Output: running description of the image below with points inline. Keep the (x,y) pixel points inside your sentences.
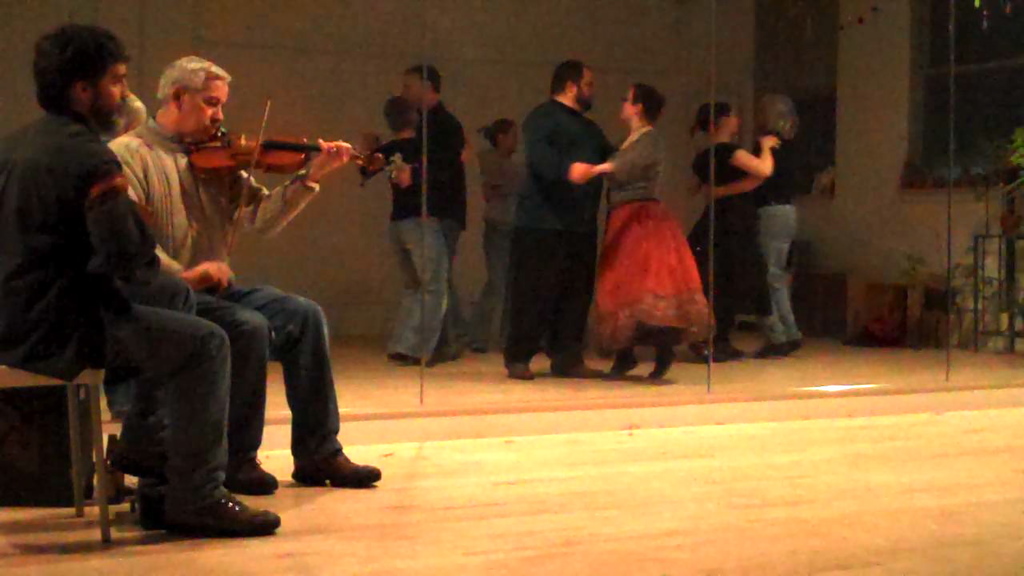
In this image I can see few people (197,241) sitting. I can see one person (233,209) is holding the violin (269,168). In the background (413,86) I can see the mirror (596,47). I can see the reflection (752,315) of few people (789,305), some objects (842,321) and the wall (727,42) in the mirror (648,315). I can see these people (648,315) are wearing the different color dresses (663,222).
